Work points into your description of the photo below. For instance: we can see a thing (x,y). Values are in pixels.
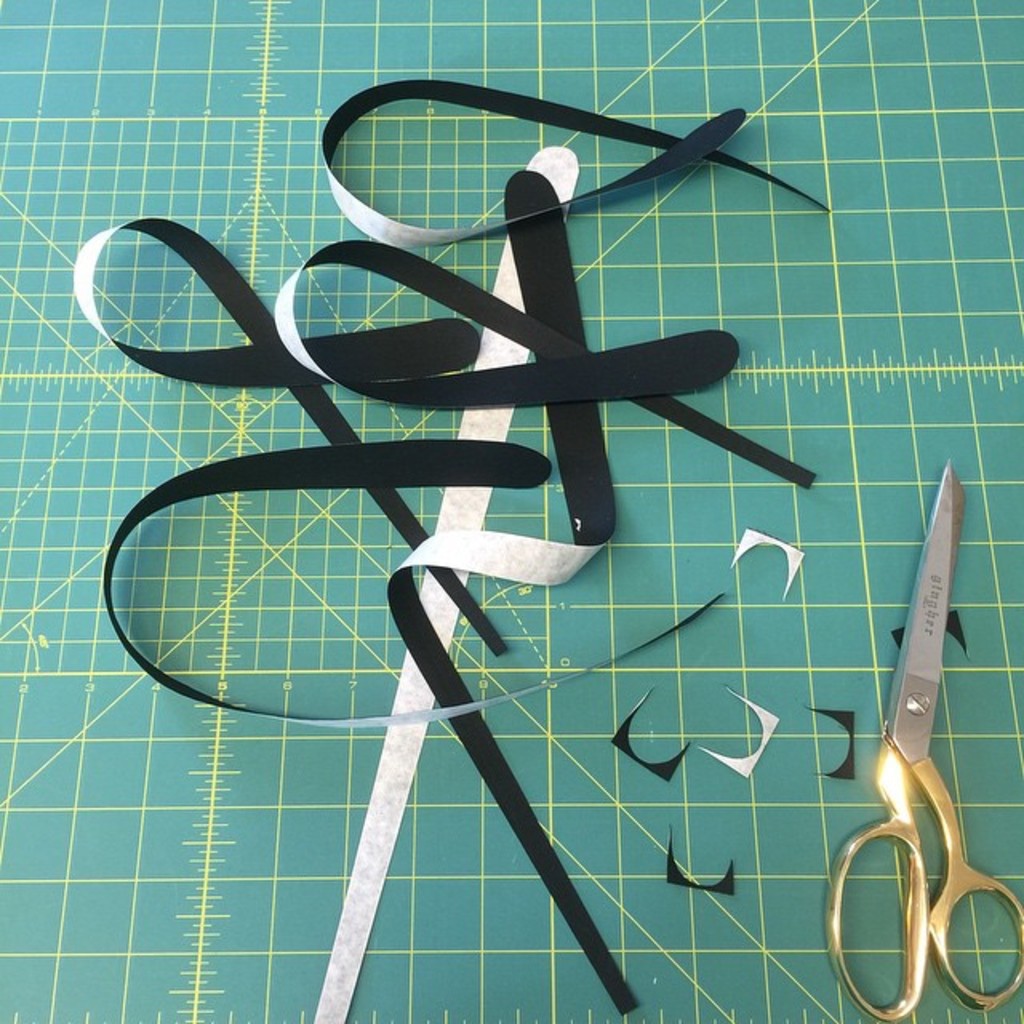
In this image, we can see a measuring board (529,513) with some paper crafts (478,514) and scissors (870,830).
